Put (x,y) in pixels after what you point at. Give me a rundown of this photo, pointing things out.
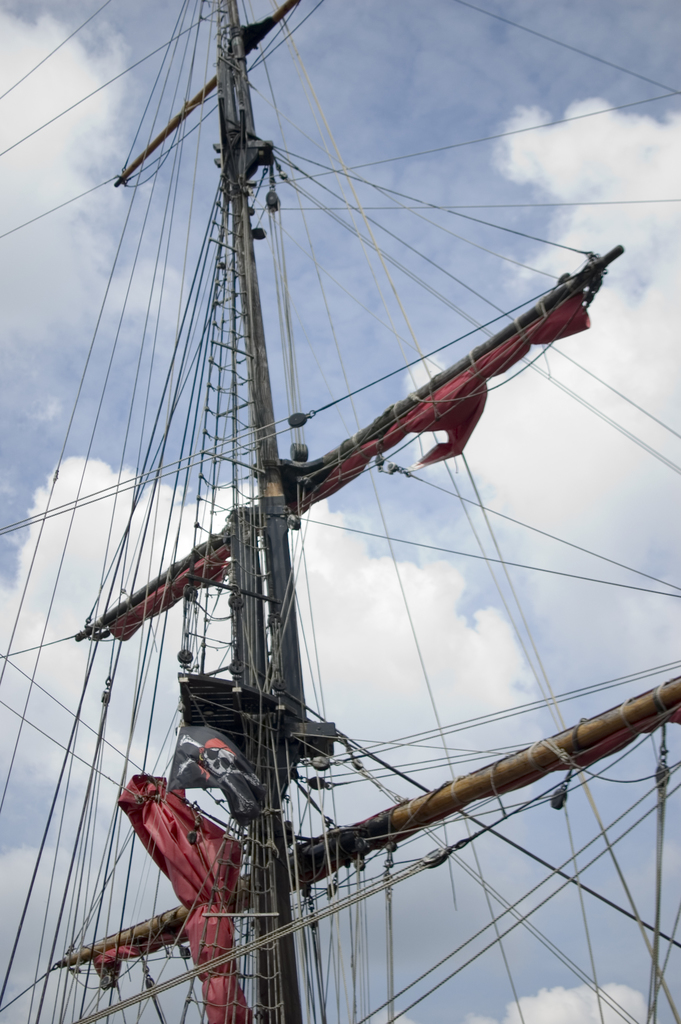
In this picture I can see there is a brig (256,452) and it has ropes (227,825) attached here and the sky (124,17) is cloudy.
